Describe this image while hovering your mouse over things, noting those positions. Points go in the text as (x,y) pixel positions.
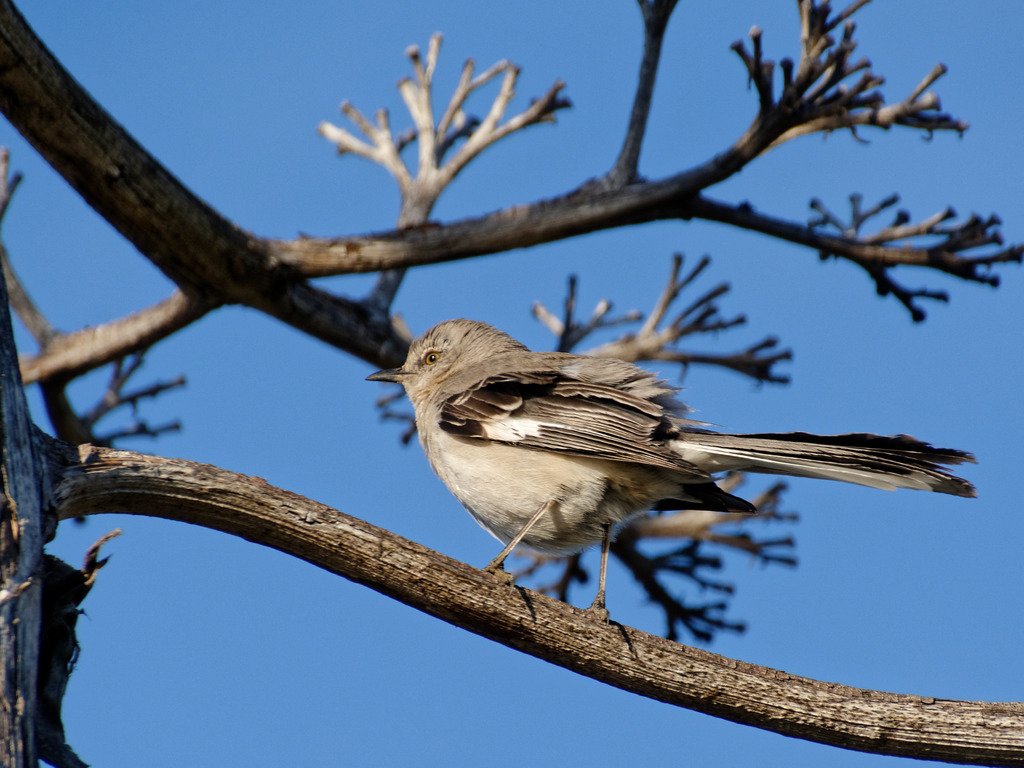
In the picture we can see a dried tree stem (44,502) on it, we can see a bird (454,373) which is some part cream in color and some part gray in color and behind the tree (655,191) we can see a sky (104,664) which is blue in color.
